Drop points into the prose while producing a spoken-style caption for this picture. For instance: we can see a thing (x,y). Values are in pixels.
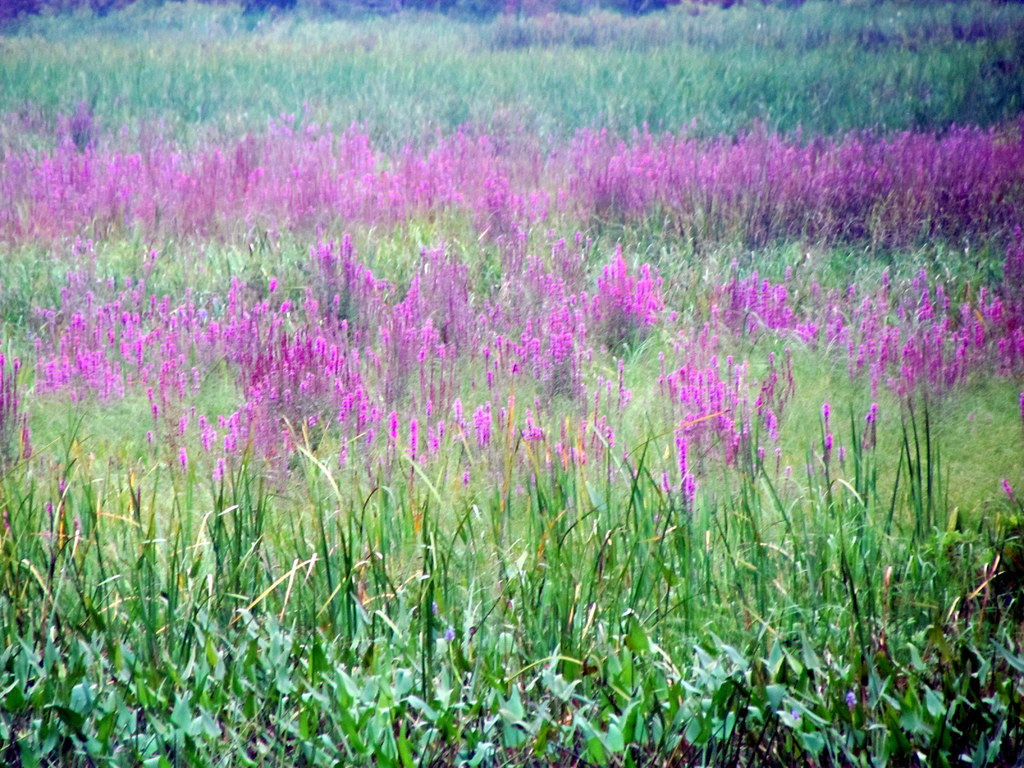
This image consists of plants (672,487). In the middle (397,341), we can see the plants (447,261) in pink color. At the bottom (396,634), there are green leaves (385,630).
